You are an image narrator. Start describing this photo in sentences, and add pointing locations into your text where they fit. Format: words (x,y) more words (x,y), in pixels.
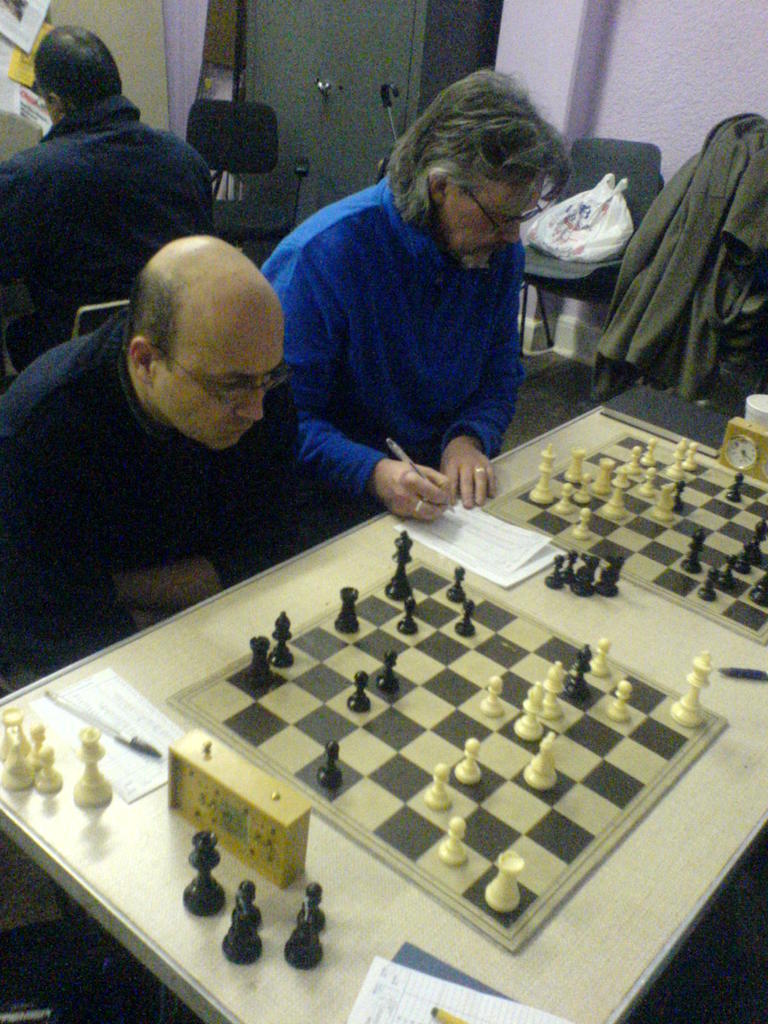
In this picture we can see three men (75,541) sitting on chairs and on the table (544,986) we can see chess boards (429,659), papers (138,705), pen (144,744) and in the background (374,10) we can see wall (506,46), plastic cover (599,208), cupboard (374,169).
